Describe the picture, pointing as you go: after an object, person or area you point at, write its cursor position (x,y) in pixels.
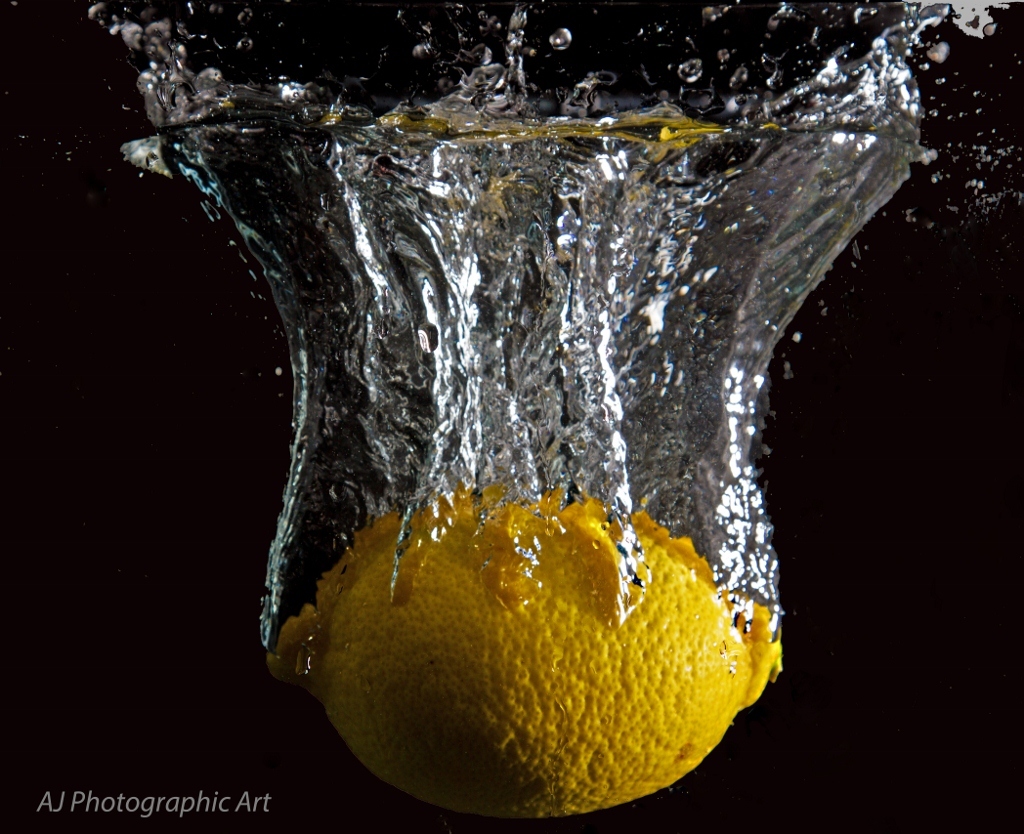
In this image we can see a yellow object (404,626) in the water (377,345).
